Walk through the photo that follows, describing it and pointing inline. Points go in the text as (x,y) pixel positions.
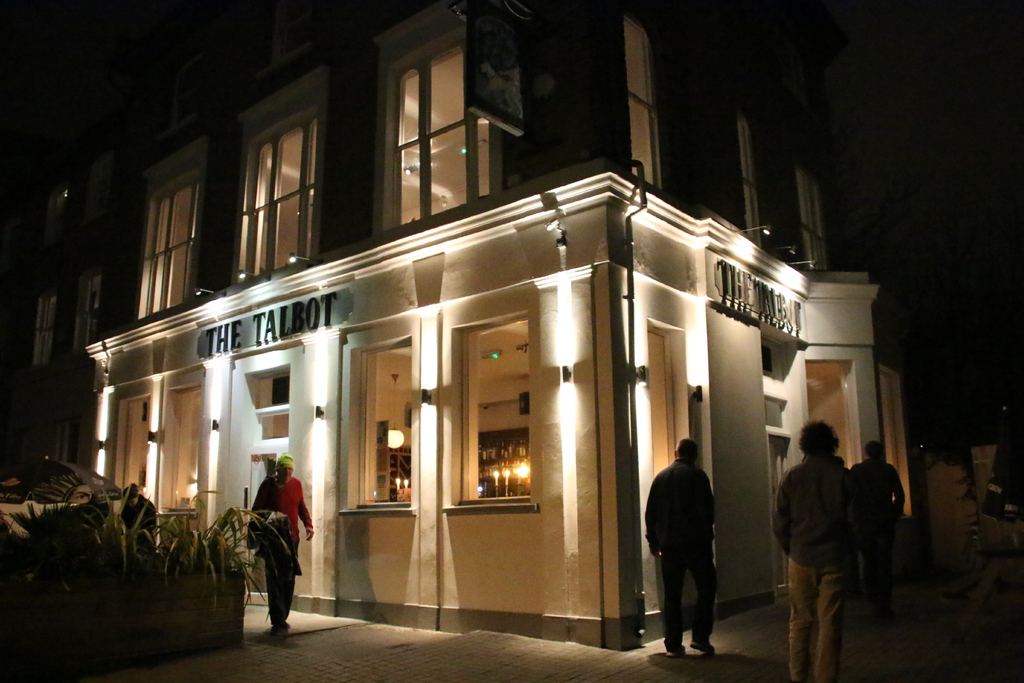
In this image there is a building (630,304) in front of that there are so many people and plants (68,575).
